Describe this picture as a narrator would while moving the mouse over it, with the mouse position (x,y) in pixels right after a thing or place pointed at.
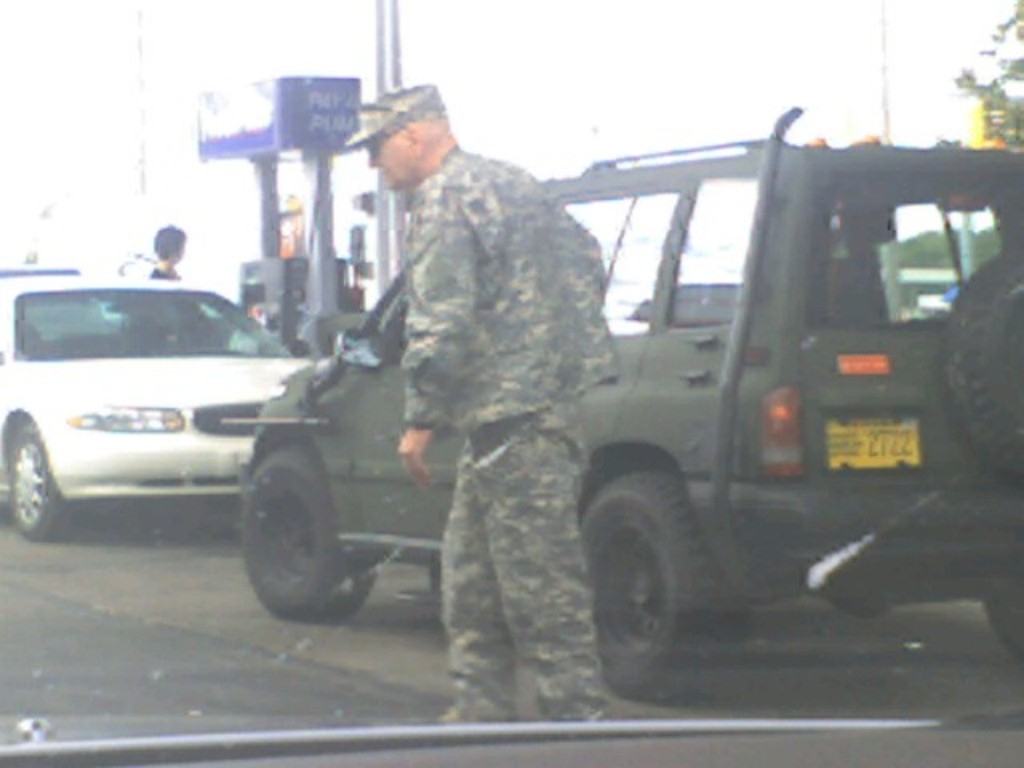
In the center of the image (531,319) there is a person (490,670) wearing a uniform (490,670). Behind him there is a car (343,578) on the road (734,646). In the background of the image (207,115) there is a fuel filling station (233,106). There is a white color car (235,392).
